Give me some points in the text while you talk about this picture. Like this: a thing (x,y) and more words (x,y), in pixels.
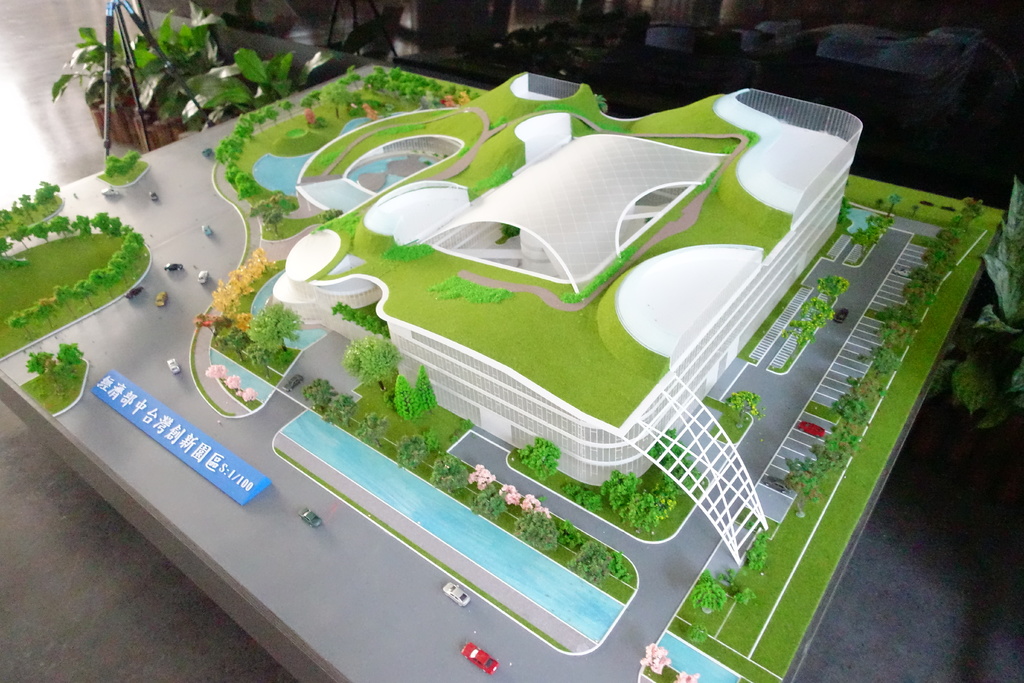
In this picture, we see the scale model (565,194) of the house (327,192). In this picture, we even see trees (383,385), grass (400,425) and the white frame (730,511). We see cars (306,520) moving on the board (400,547) and we see a blue color board (254,488) with some text (160,418) written on it. In the left top (219,89), we see flower pots (219,89). In the background (559,58), it is dark.
